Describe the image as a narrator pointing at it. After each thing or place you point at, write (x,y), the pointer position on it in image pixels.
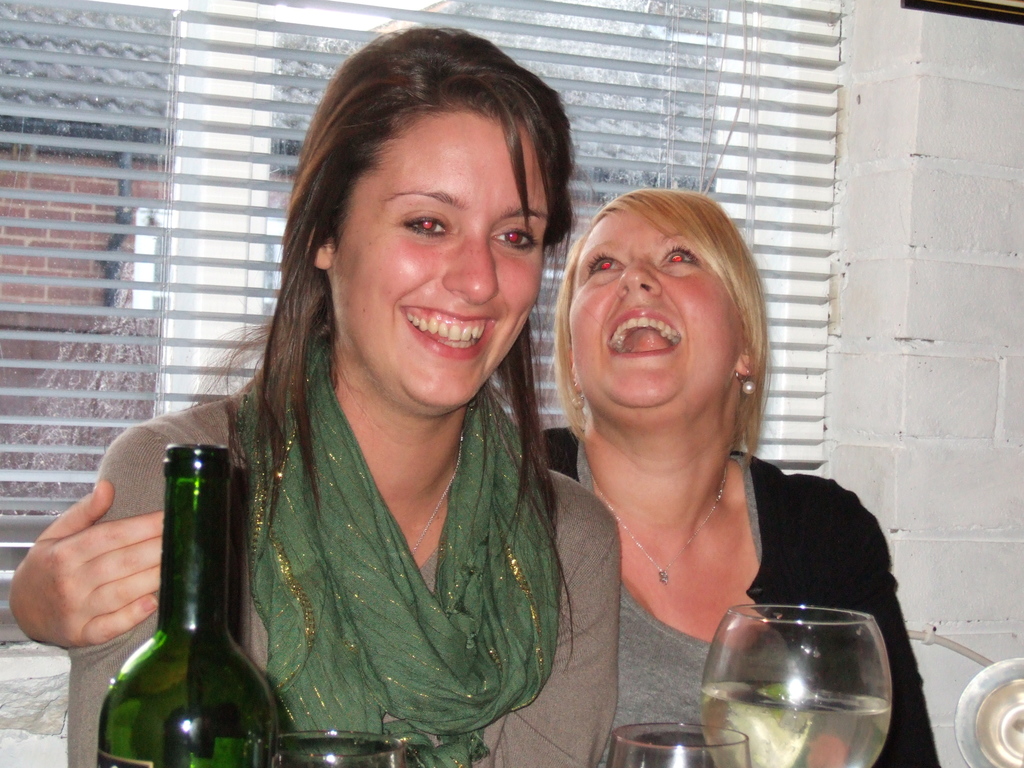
In this picture there are two persons (637,567). We can see bottle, glass (767,711). On the background (909,327) we can see wall (958,274), window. From this window (88,295) we can see house (102,191).
